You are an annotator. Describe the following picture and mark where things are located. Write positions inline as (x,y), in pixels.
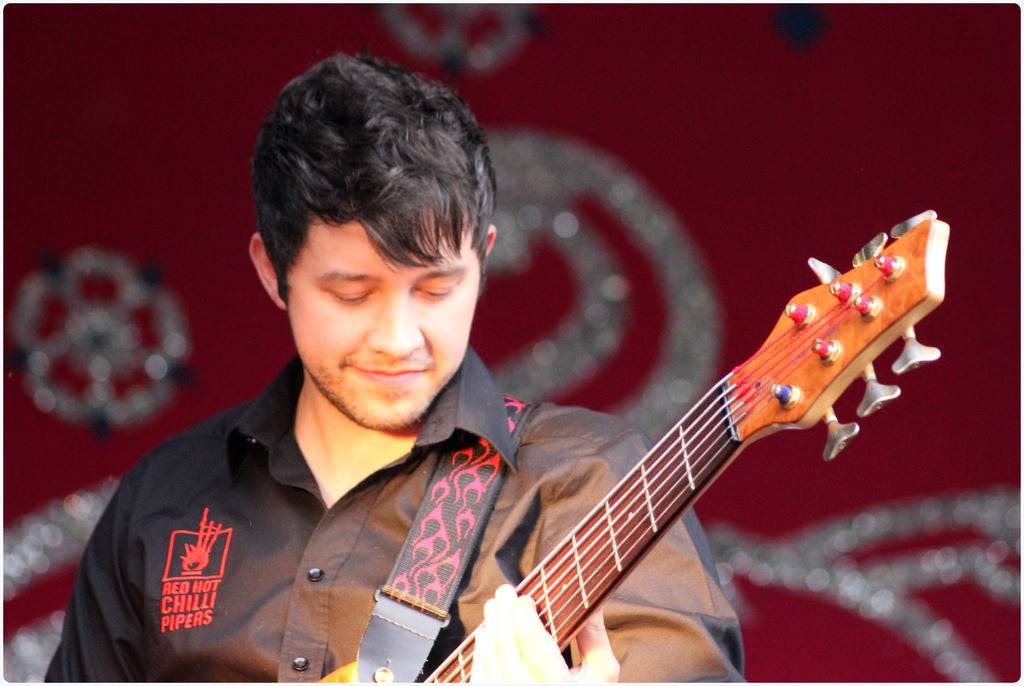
This is a picture of a man (398,538) in black shirt (349,588) holding a guitar (603,575). Behind the man (535,522) there is a curtain (69,308).
